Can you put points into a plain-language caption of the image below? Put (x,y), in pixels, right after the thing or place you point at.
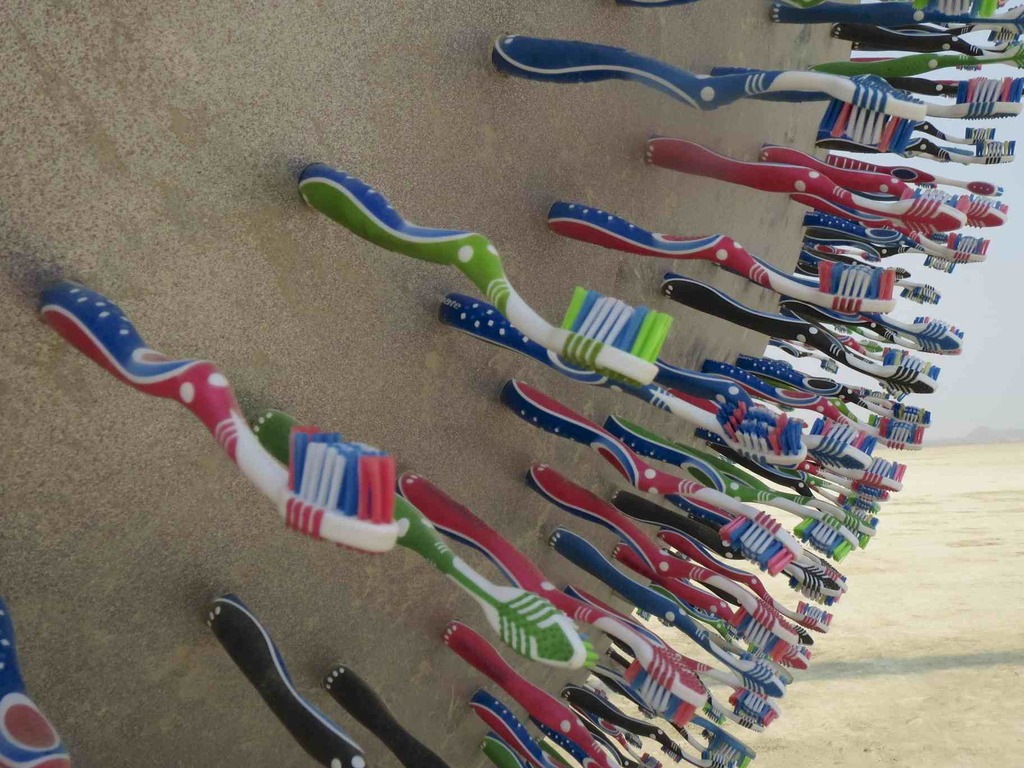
In the picture we can see a surface (45,542) with full of toothbrushes (836,445) are placed and behind it, we can see a ground (955,545) which is cream in color and some part of the sky (937,171) is white in color.
